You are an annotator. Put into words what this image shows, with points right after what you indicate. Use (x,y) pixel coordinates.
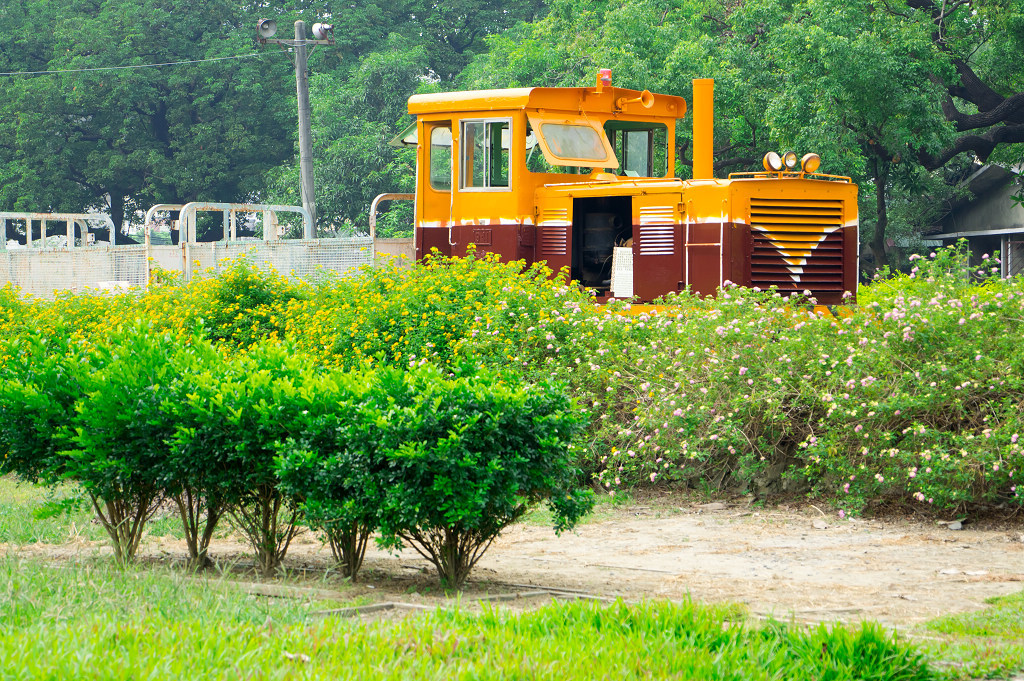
In this picture we can see grass (731,629) and plants (510,452), beside to the plants (630,329) we can find a compartment (576,155), in the background (311,81) we can see trees (773,64), metal rods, pole (327,41) and a house (1004,257).
